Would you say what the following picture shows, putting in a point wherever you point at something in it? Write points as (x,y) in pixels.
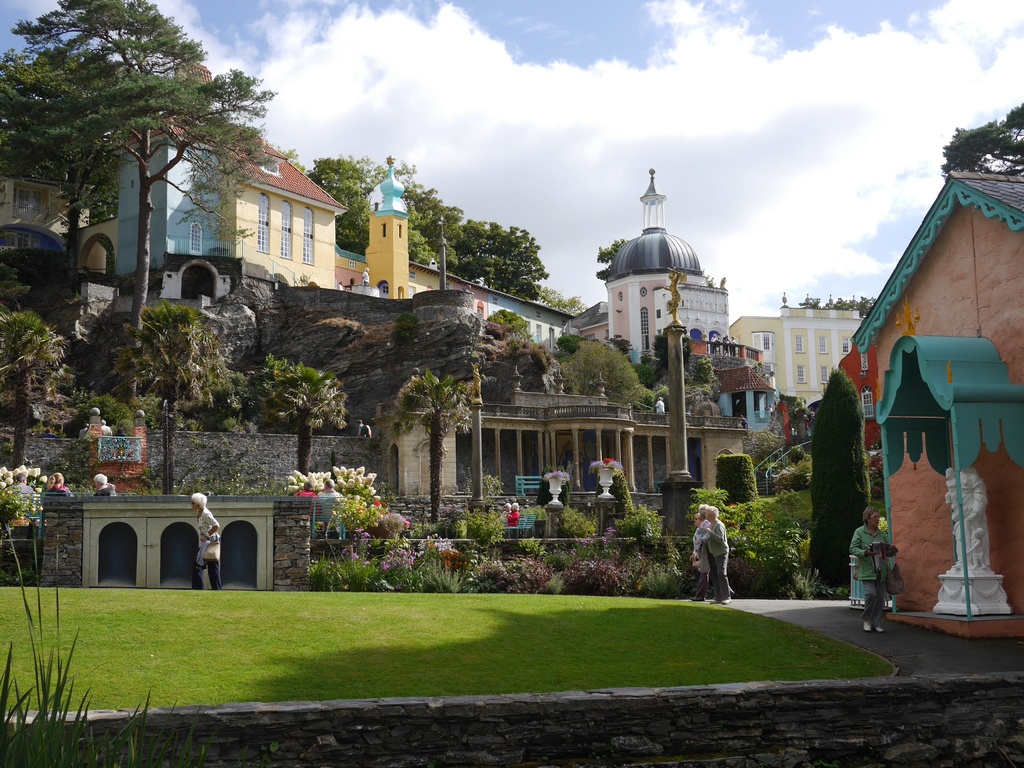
In this image we can see houses (867,437), buildings (191,226), trees (268,401), plants (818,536), grass (324,648), persons (864,536), statues (968,557), pillar (682,386), sky (522,34) and clouds (486,147).
